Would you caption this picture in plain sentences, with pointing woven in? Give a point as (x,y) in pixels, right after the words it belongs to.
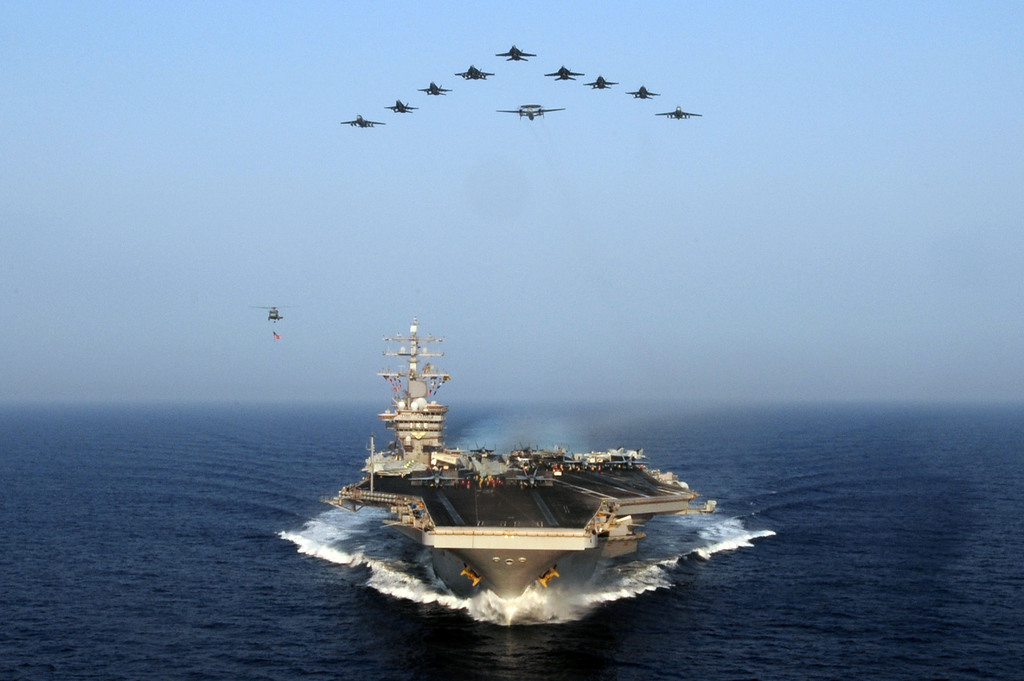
This picture consists of ship (442,565) visible on the ocean (153,556), at the top (452,40) I can see flights (530,57) and the sky (418,218) visible at the top (842,223).
